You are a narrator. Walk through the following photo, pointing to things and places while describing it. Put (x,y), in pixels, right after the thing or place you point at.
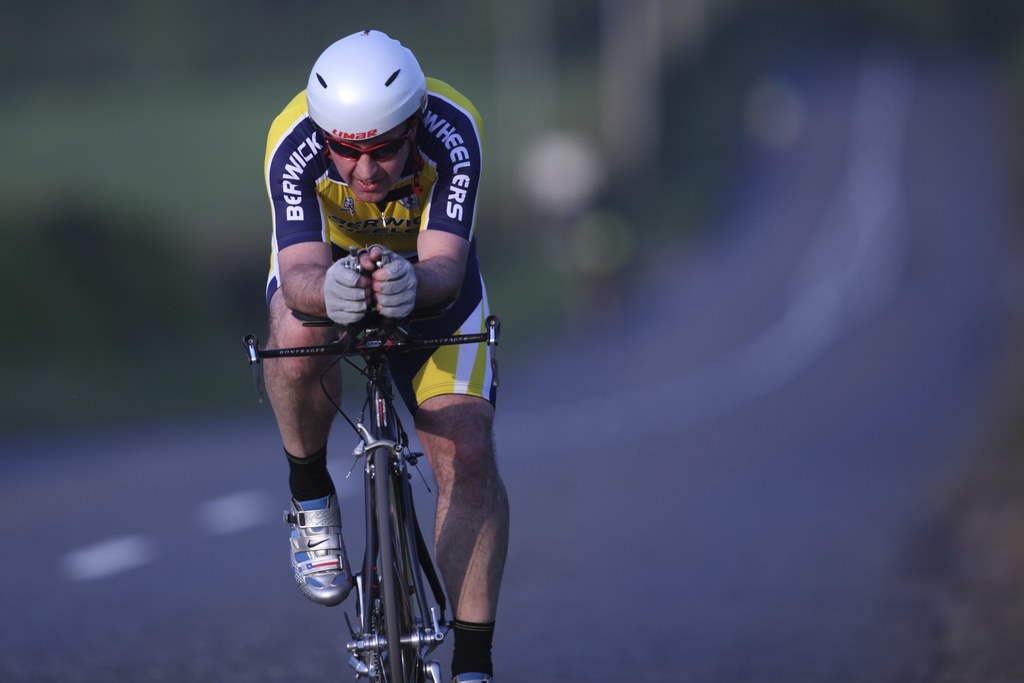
In this picture there is a man (455,462) riding bicycle (377,452) on the road (445,644) and wore helmet (385,130) and glasses (351,150). In the background of the image (798,283) it is blurry.
